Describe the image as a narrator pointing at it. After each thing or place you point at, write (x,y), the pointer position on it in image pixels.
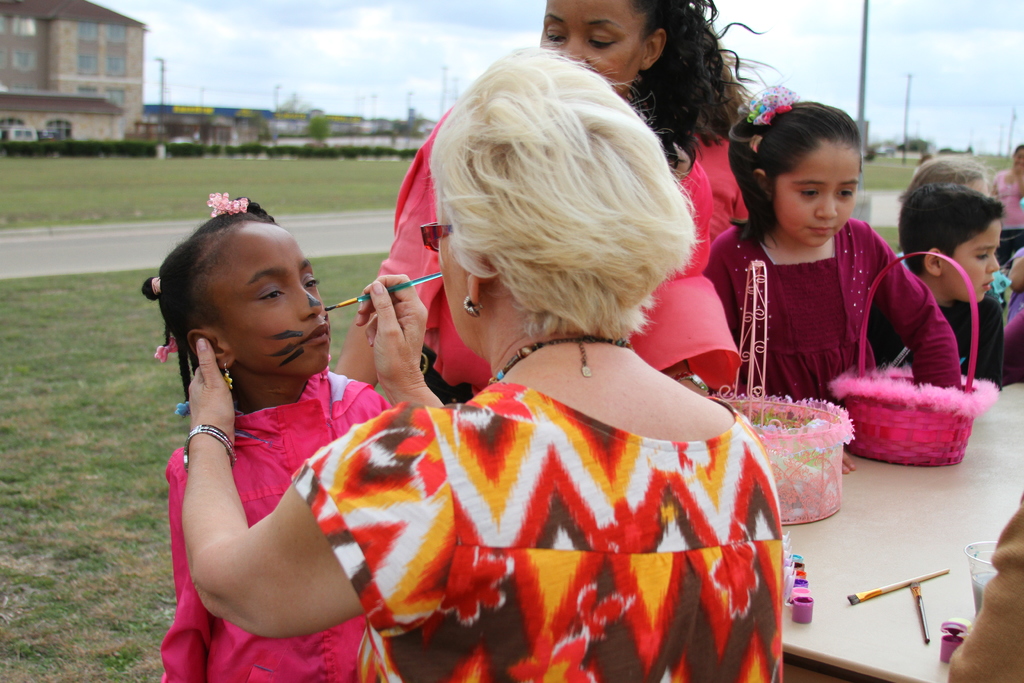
In this image there is an old lady (299,495) holding a painting brush (363,296) in her hand (372,286) and she is painted on the face (252,325) of a girl (252,325), beside the girl (253,319) there, there are a few more people (739,242) standing, in front of them there is a table (916,489) with painting (803,600), two baskets (797,460), brushes (918,607) and glass (982,570) on the table (964,582). In the background (196,151) there is a surface (118,290) of the grass (108,274), trees (971,150), poles (907,86) and buildings (95,107).
